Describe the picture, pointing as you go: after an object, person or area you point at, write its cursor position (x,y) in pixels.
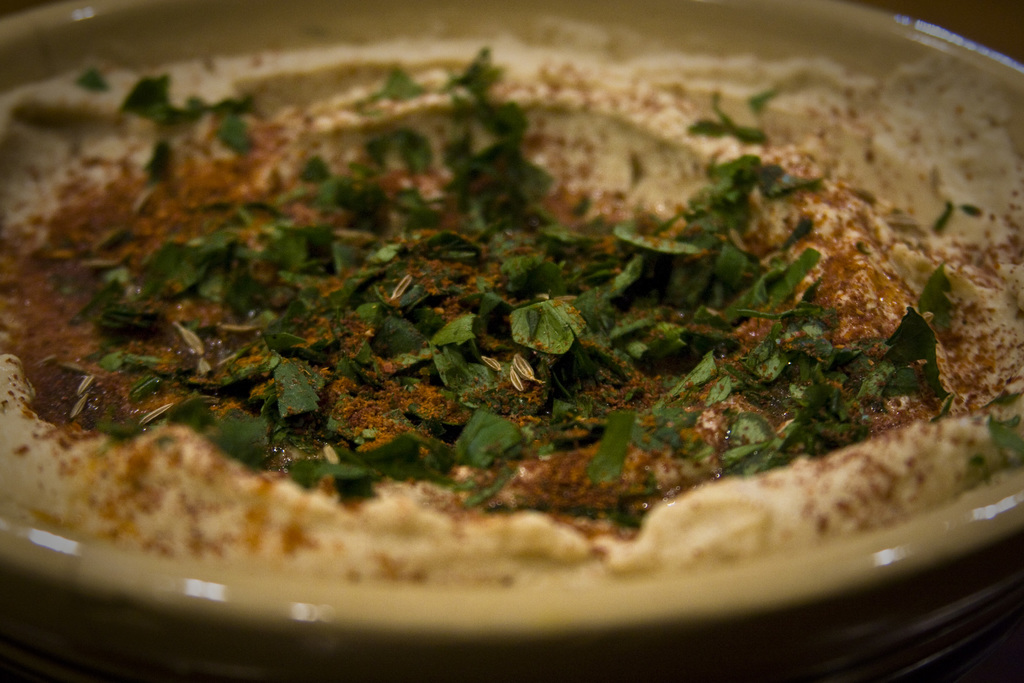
In this picture we can see a bowl (39,620) with a food item (281,456) in it such as leaves (292,419).
